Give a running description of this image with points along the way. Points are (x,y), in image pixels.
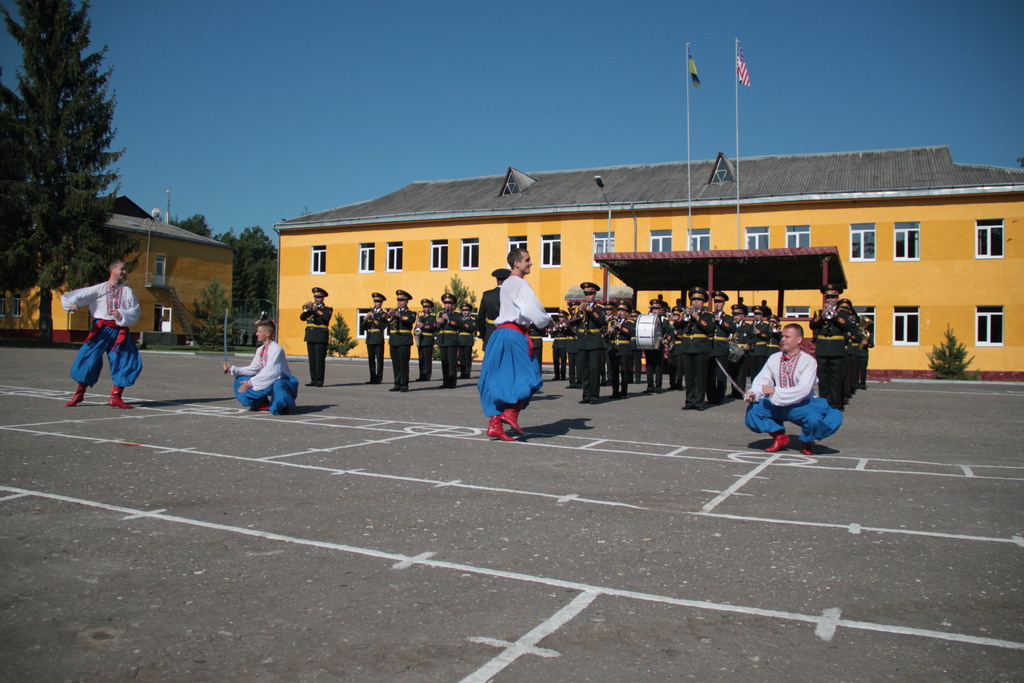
In this image, in the middle (481,389), we can see two men (102,311) are walking and two people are in squat position. In the background (315,382), we can see a group of people (725,321) standing, building (555,279), flags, street lights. On the left side (259,268), we can see a building (182,313), glass window (162,271), trees (88,190). At the top (554,115), we can see a sky (517,145), at the bottom (421,587), we can see a road (550,422).
